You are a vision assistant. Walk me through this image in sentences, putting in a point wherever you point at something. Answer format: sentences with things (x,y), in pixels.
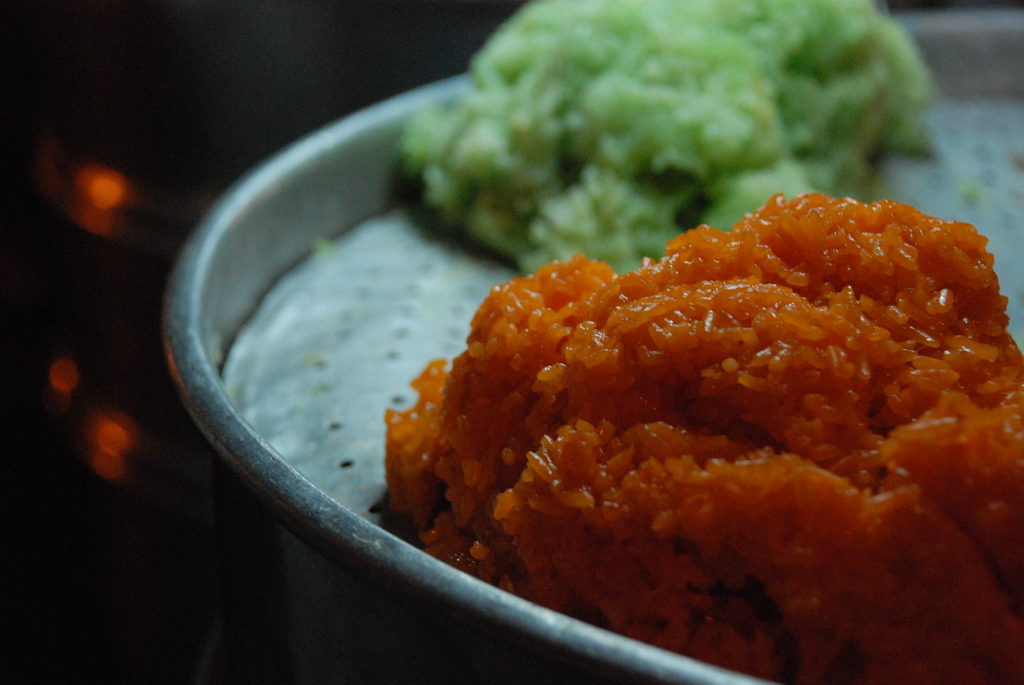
In this image we can see different colors of food items (573,272) which are in plate (346,388).
